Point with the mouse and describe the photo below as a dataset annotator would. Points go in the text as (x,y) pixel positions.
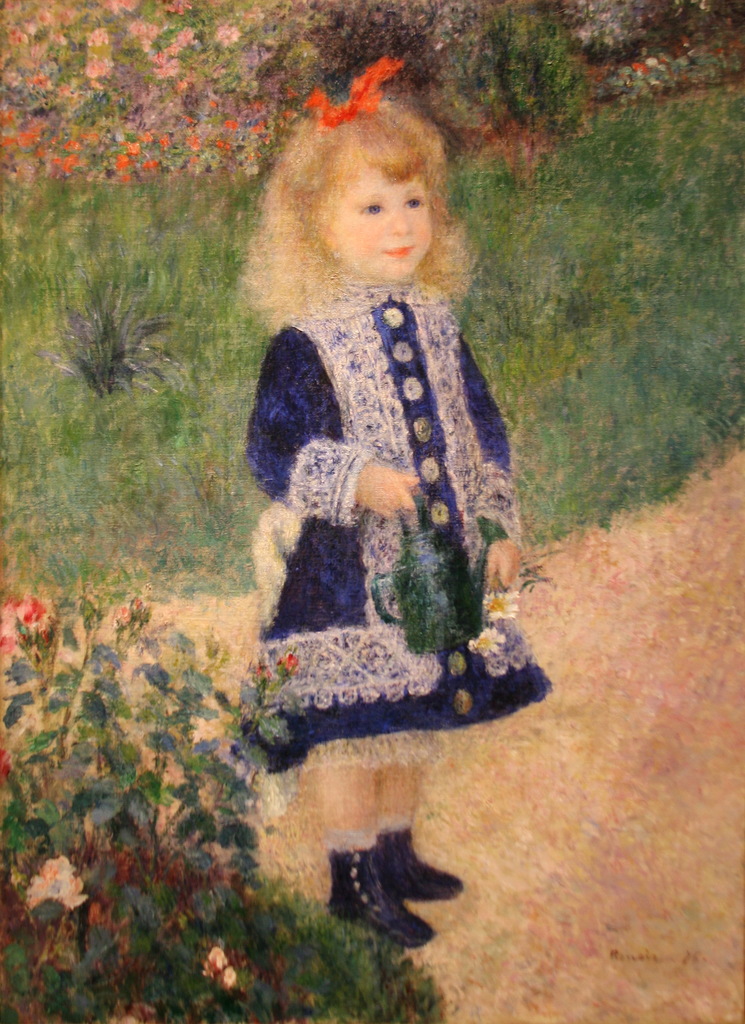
In this image a girl (354,506) is standing in the ground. In the background (105,222) there are flower plants (155,86), grasses (93,340). The girl (312,603) is holding a watering can (378,589).
